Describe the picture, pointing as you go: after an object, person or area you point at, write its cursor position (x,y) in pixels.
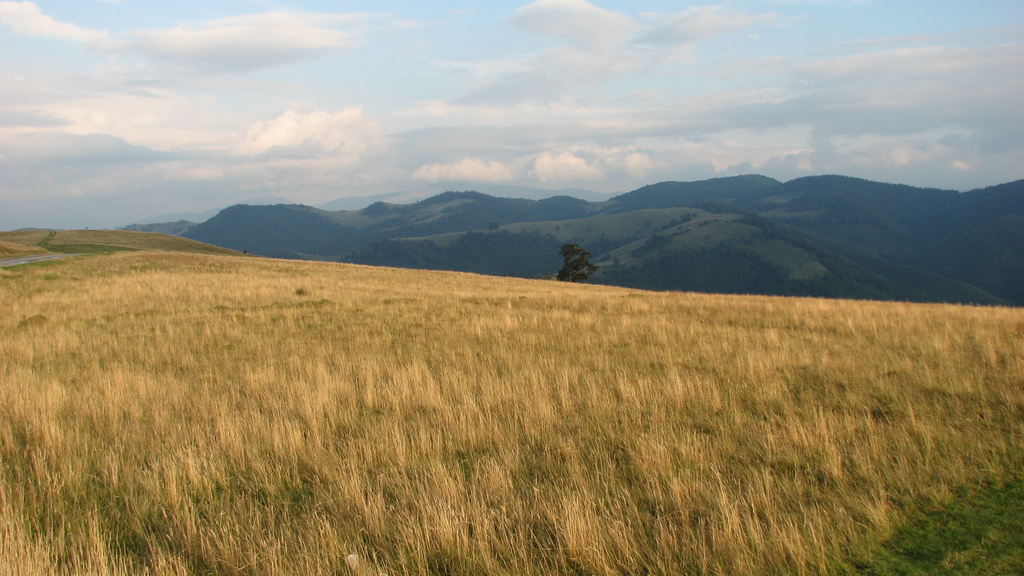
In this image we can see mountains (649,271), a tree (579,267) and in the background (451,140), we can see the cloudy sky (409,139).
